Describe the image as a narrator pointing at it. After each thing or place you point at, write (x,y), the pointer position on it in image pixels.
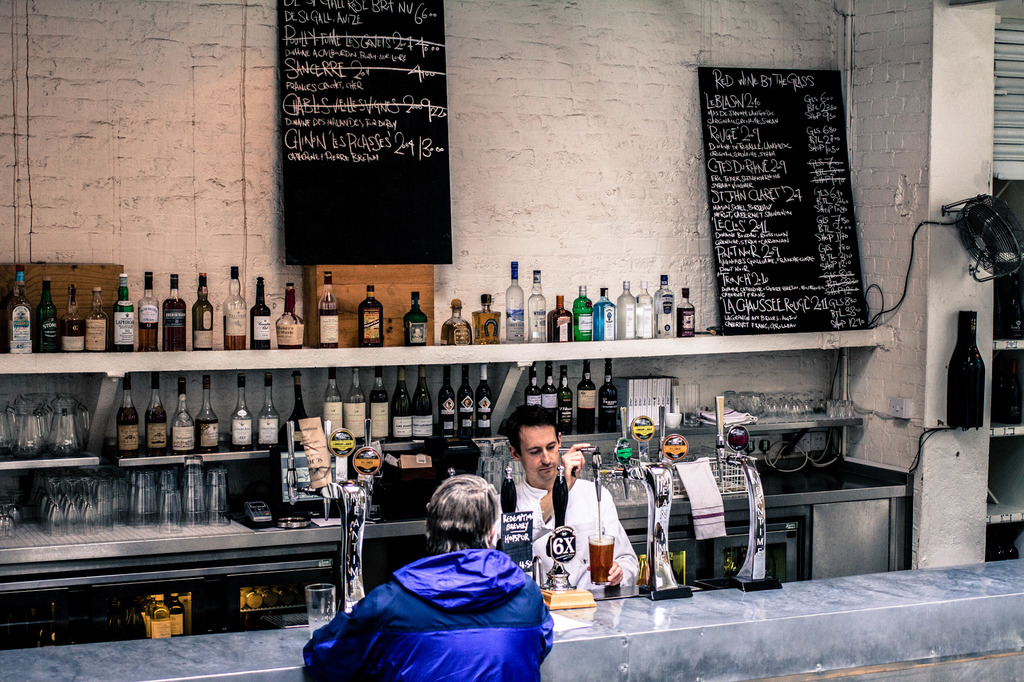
this is a image consist of a table (117,531) and there are some bottles (199,329) and glasses (181,500) kept on that table (135,454) and there is a wall (209,131) on the middle (446,228) there is a hoarding board (385,153) and there is a some text (397,68) written on that board (416,124). And in front of the table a person (587,490) standing wearing a white color shirt (573,529) and another person (424,616) stand wearing a blue color jacket (419,641) and right corner (930,219) i can see a cables (945,223) attached to the wall (966,175).
